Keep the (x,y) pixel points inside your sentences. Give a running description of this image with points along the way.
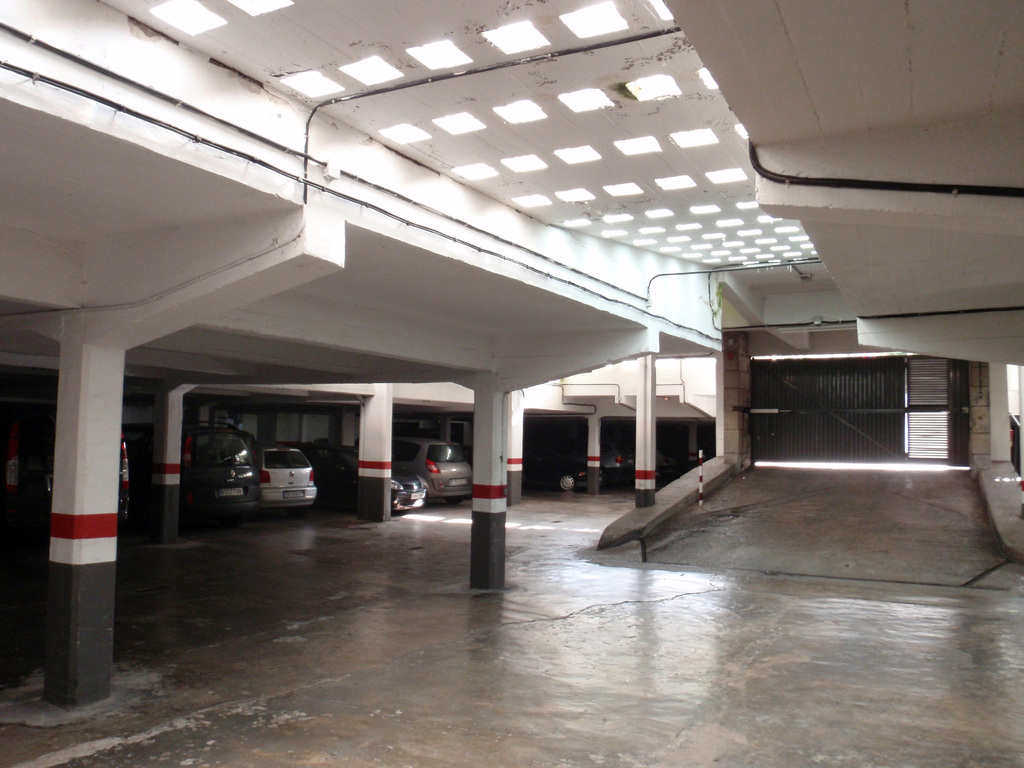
In this picture we can see a gate (875,386), pillars (474,413), lights (580,152), some objects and in the background (547,484) we can see vehicles (396,456) on the floor (692,666).
